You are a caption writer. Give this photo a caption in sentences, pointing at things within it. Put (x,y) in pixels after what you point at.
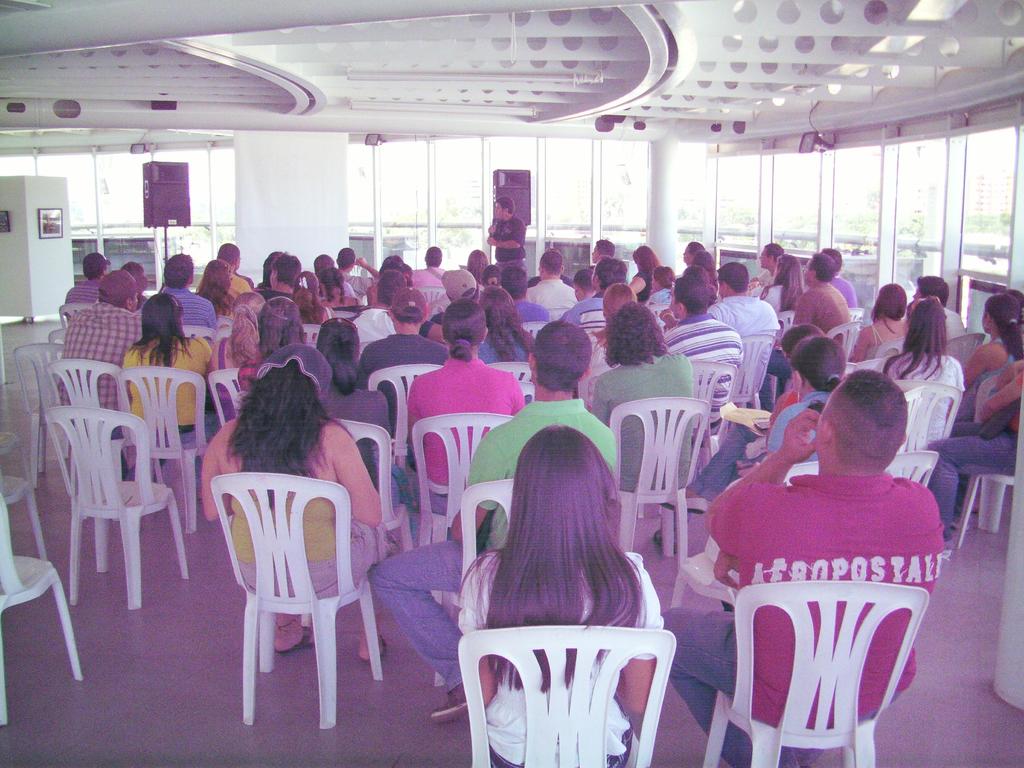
in this image i can see a open room (620,441). many chairs (654,454) are placed and many people (574,387) are sitting on the chairs (645,465). behind them there is a man (507,229) in black t shirt (505,222) speaking to them. behind the man (495,236) there is a speaker (518,194).
